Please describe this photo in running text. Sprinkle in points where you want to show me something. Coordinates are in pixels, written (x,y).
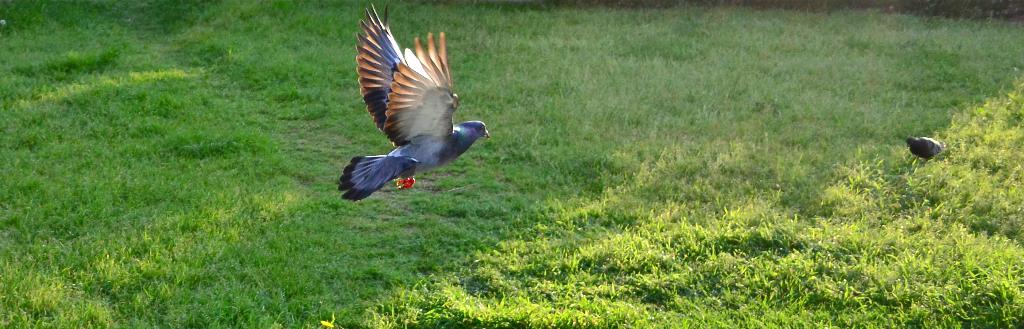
This picture might be taken from outside of the city. In this image, in the middle (424,136), we can see a bird (406,139) flying in the air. On the right side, we can see a bird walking on the grass (918,194). In the background (683,166), we can see a grass (943,180).
